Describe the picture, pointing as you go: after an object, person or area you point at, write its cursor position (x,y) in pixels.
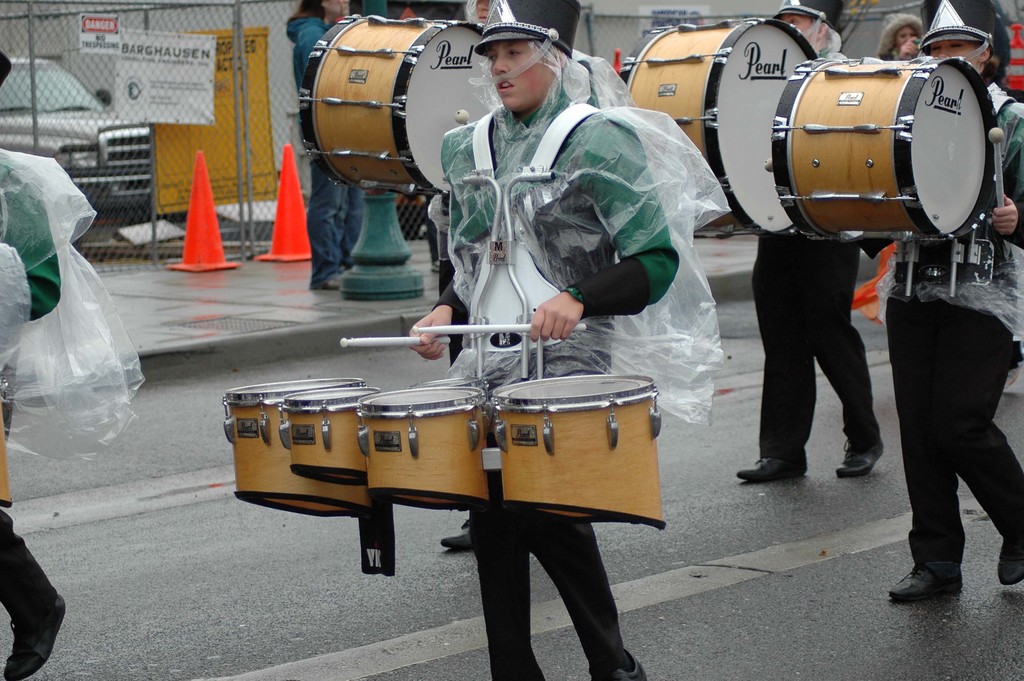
This picture shows few people (717,356) moving on the road (317,539) holding drums (764,30) in their hands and we see cones (293,210) and car (31,146) parked and a metal fence (248,8) and we see people (325,234) standing on the sidewalk (114,278).
